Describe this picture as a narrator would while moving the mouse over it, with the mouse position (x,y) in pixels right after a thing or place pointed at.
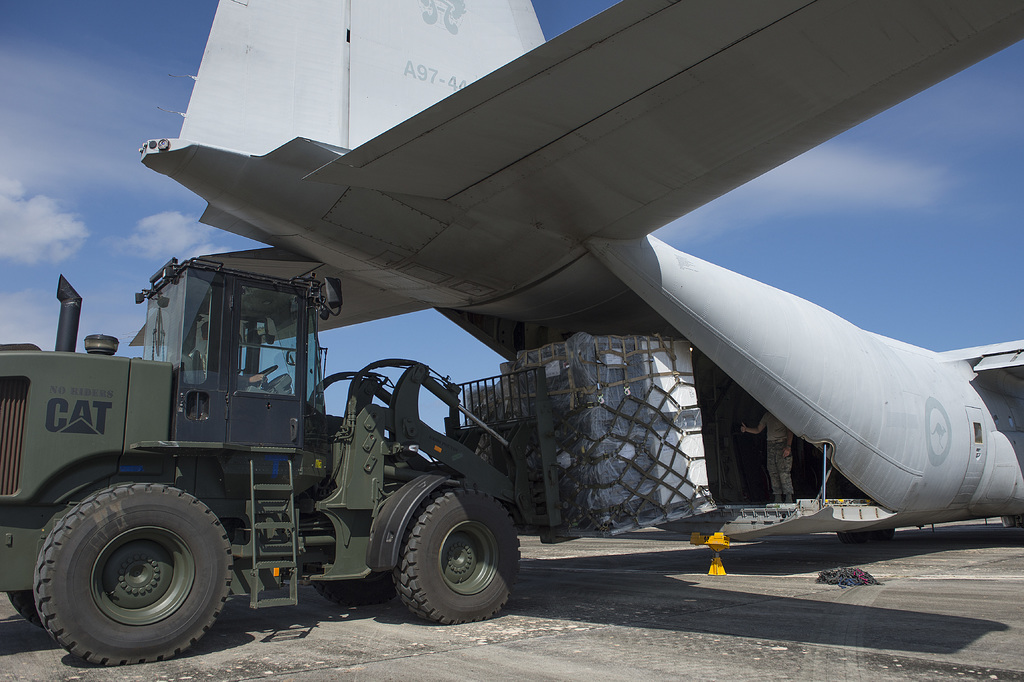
In this picture I can observe an airplane (624,283) in the middle of the picture (542,301). On the left side (94,459) I can observe a loader (136,568). In the background (830,225) I can observe sky (877,251).
